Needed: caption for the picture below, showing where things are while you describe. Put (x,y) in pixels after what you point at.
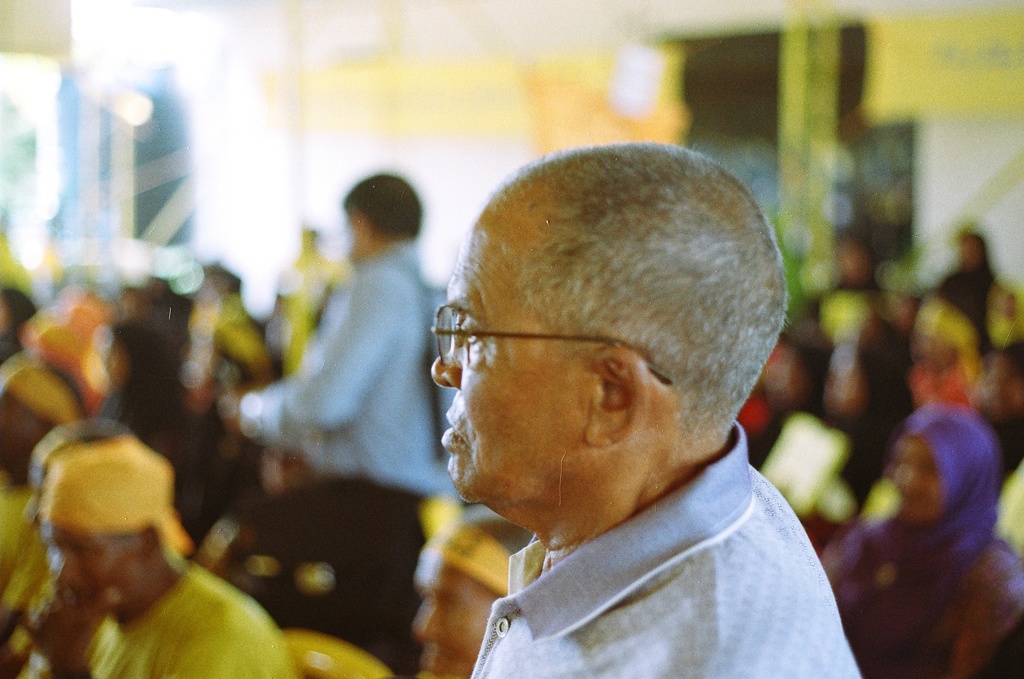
In this image we can see a person (476,338) wearing spectacles (456,341). On the backside (329,512) we can see a group of people (312,529) sitting. In that a man (414,450) is standing.
